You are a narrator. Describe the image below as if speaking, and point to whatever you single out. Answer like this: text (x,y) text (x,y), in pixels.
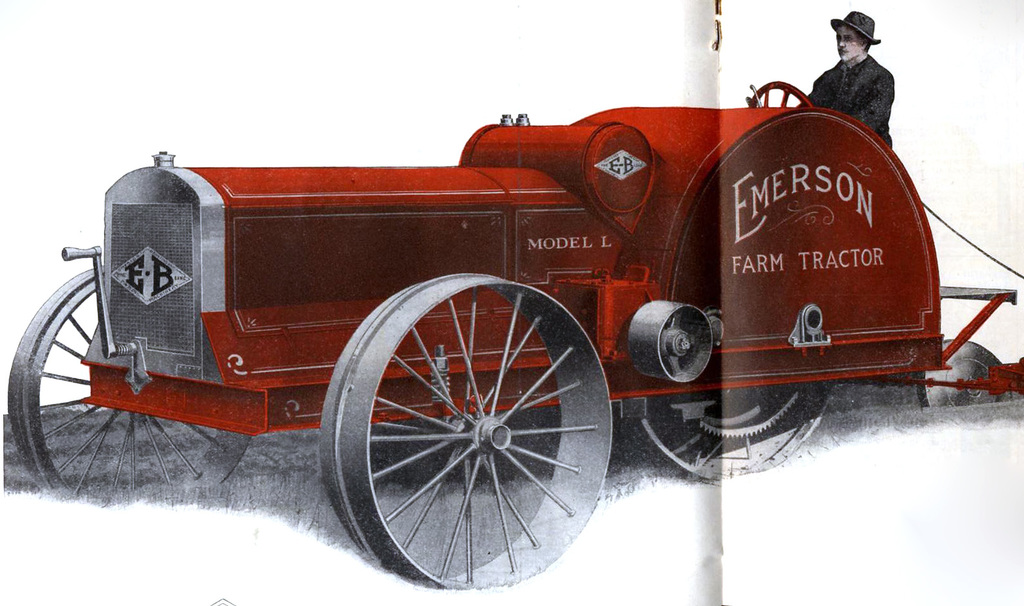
In this image we can see a painting (746,261) of a person (873,78) and a vehicle (370,364).
